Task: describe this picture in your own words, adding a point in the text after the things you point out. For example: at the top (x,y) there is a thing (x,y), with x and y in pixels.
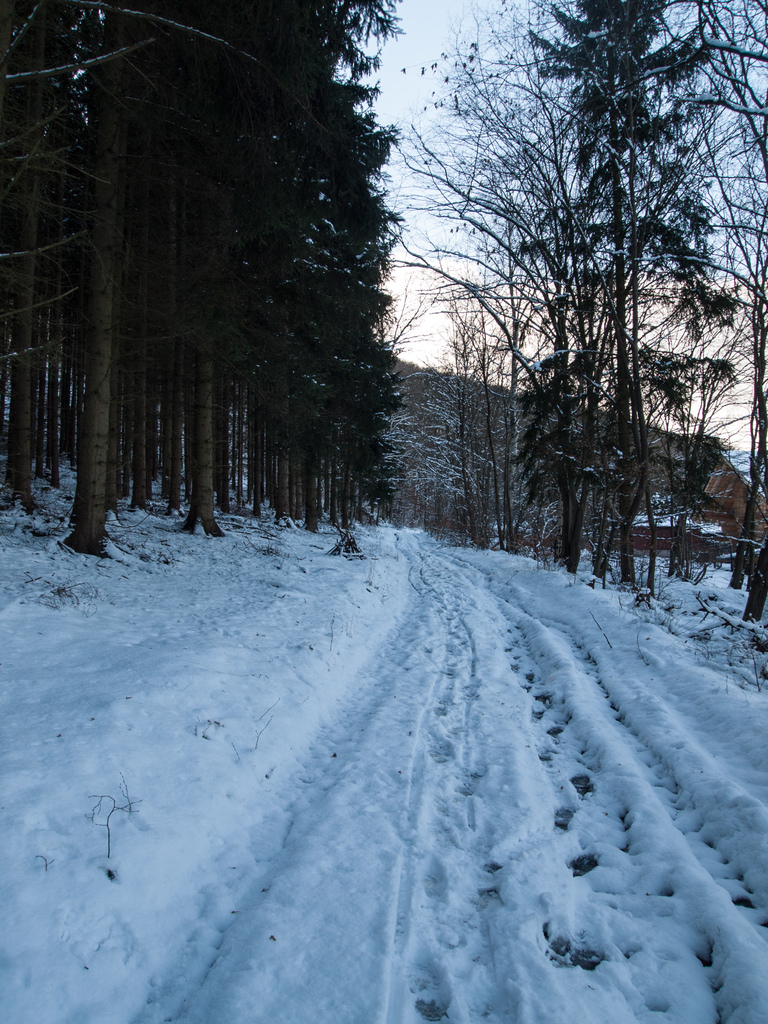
In this image we can see snow (505,697) on the ground (581,766), trees (596,435) and sky (413,308) with clouds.
